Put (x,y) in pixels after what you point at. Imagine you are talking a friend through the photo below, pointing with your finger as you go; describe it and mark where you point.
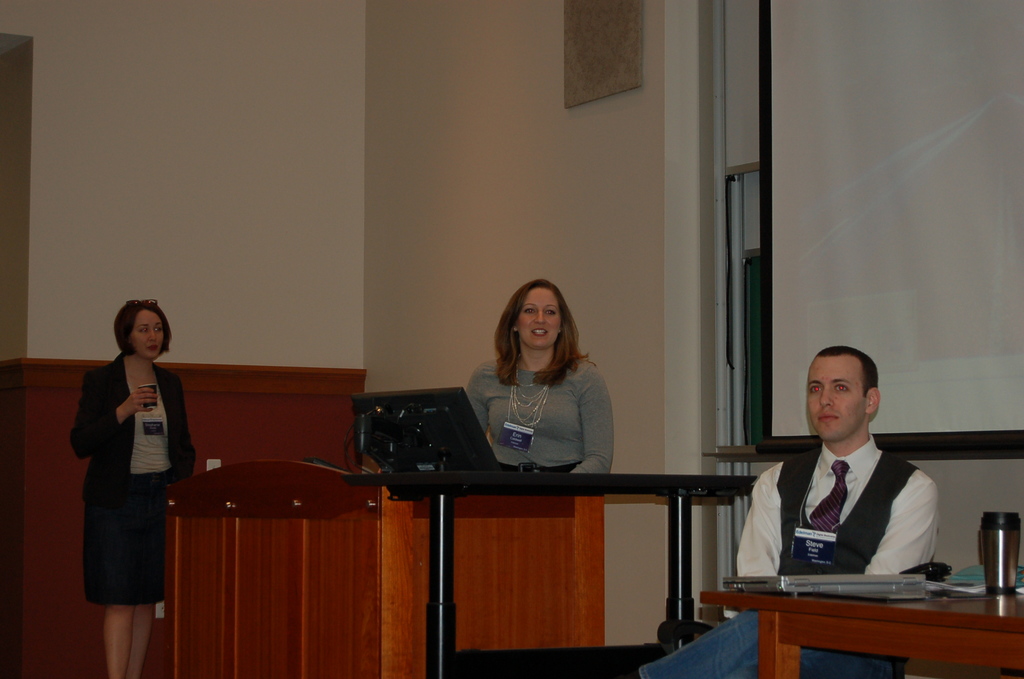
In this image i can see a man (855,537) sitting and 2 women (168,408) standing, i can see a table (793,596) on which there is a laptop (818,583) and few other objects (974,586). In the background (974,561) i can see a wall (537,194), a photo frame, a monitor (420,389) and a screen (870,157).
